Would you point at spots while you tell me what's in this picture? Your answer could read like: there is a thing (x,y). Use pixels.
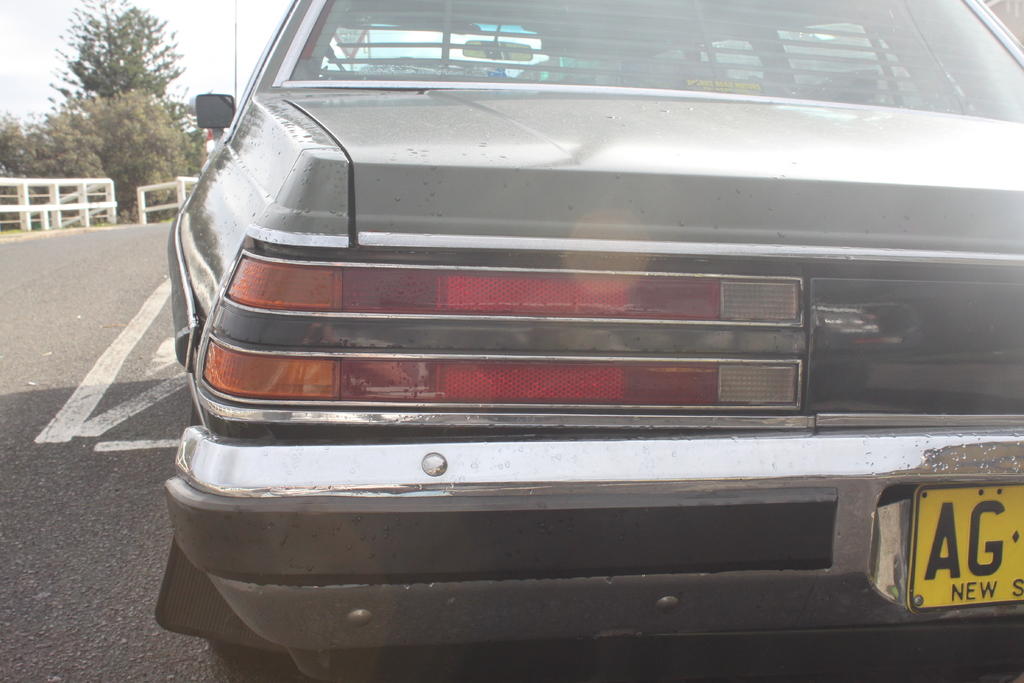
In this image we can able to see car (446,307) on the road (109,366), and there are some trees (126,134), and there is a fencing (83,198), can able to see sky (41,54), and there is a pole (236,58).
